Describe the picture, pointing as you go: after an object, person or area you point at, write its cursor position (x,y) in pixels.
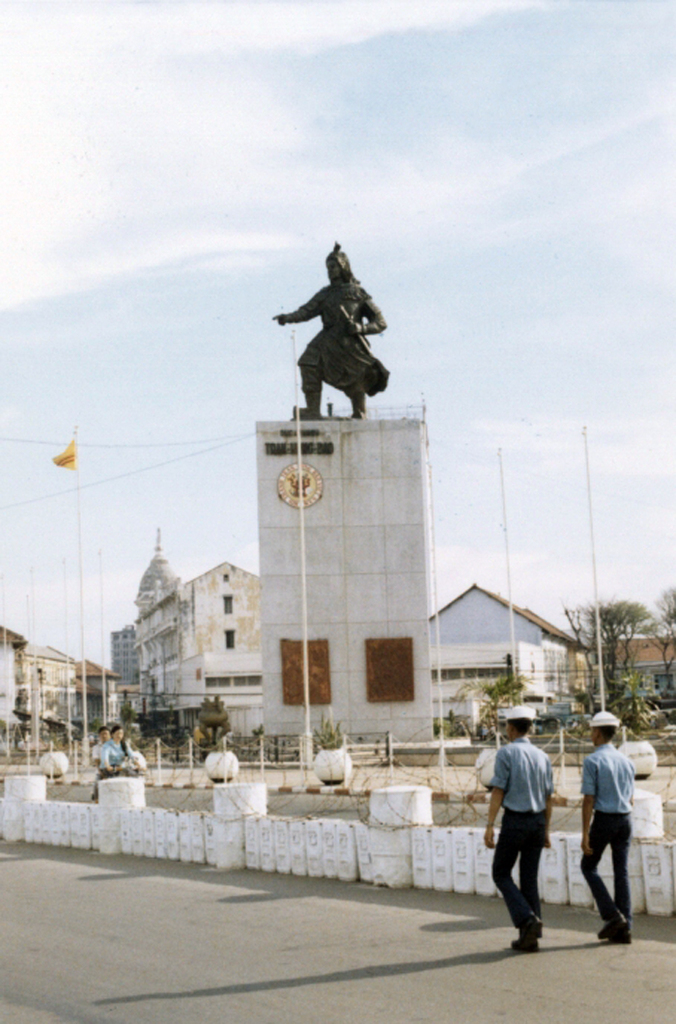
This image is clicked on the road (213,957). There are two men (527,817) walking on the road (149,937). On the other side of the road (77,797) there are two persons (114,757). Beside the road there is a railing (299,743). In the background (225,637) there are buildings (132,627). In the center (339,620) there is a building (337,539) and on the building (366,548) there is a sculpture (345,316). There are trees (591,641) and poles (65,571) in the image. To the left (68,454) there is a flag (65,460) to a pole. At the top (232,190) there is the sky (377,204).
